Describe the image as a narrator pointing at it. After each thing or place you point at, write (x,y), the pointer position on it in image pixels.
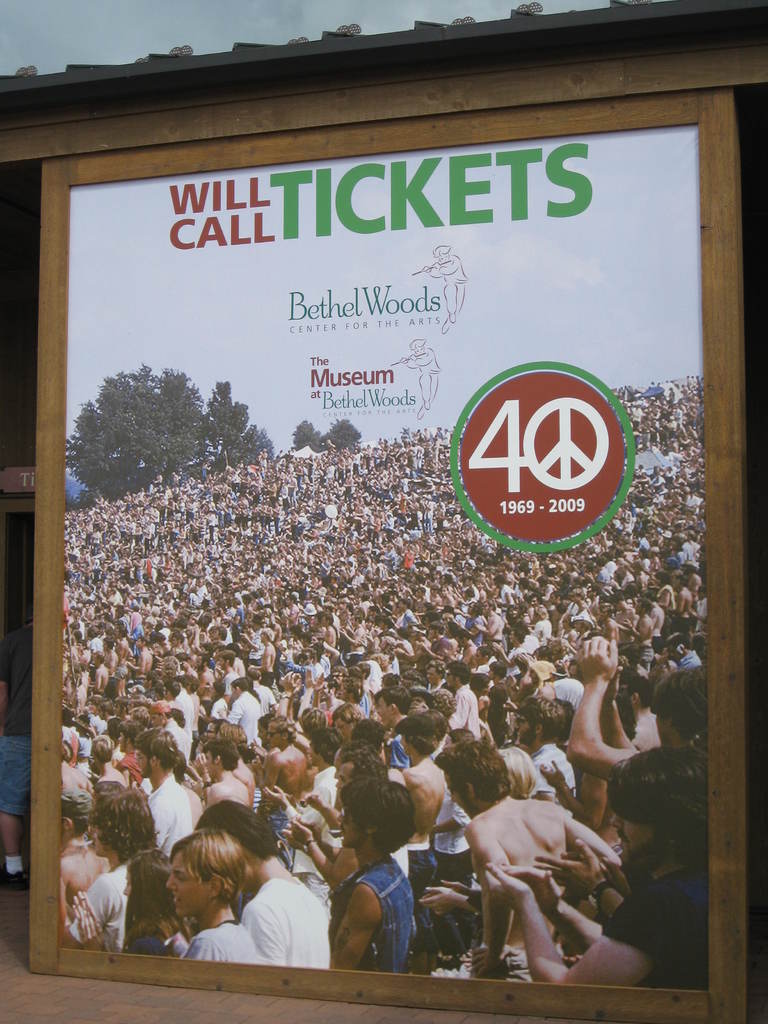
In this image we can see a board (385,456) with text (341,317), numbers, pictures (405,757) of a crowd of people (397,538), and a tree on it, there is a person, a house (62,113), also we can see the sky (199,32).
